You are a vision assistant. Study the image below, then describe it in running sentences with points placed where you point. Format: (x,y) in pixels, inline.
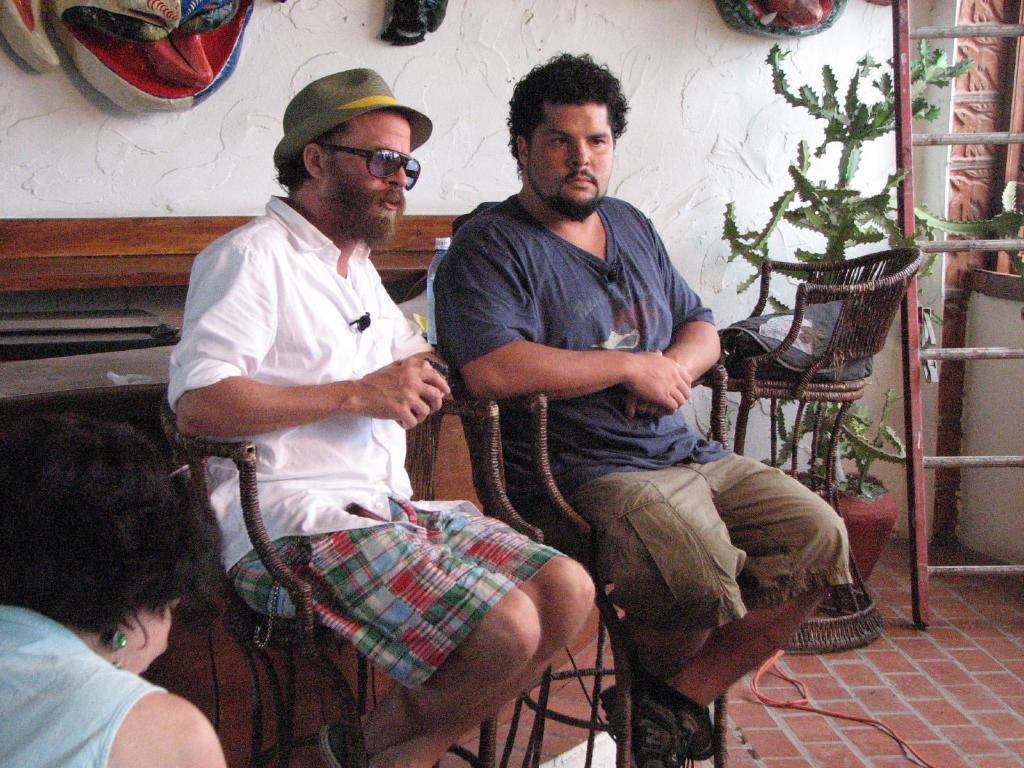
In the foreground of this image (599,409), there are two men (509,418) sitting on the chairs (266,616). On the left (100,694), there is a woman (45,661) sitting. Behind them, there is a bottle (431,281), wooden object (193,244), wall (217,201), plant (822,195), chair (856,331), ladder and few objects (431,16) on the wall (706,11).
